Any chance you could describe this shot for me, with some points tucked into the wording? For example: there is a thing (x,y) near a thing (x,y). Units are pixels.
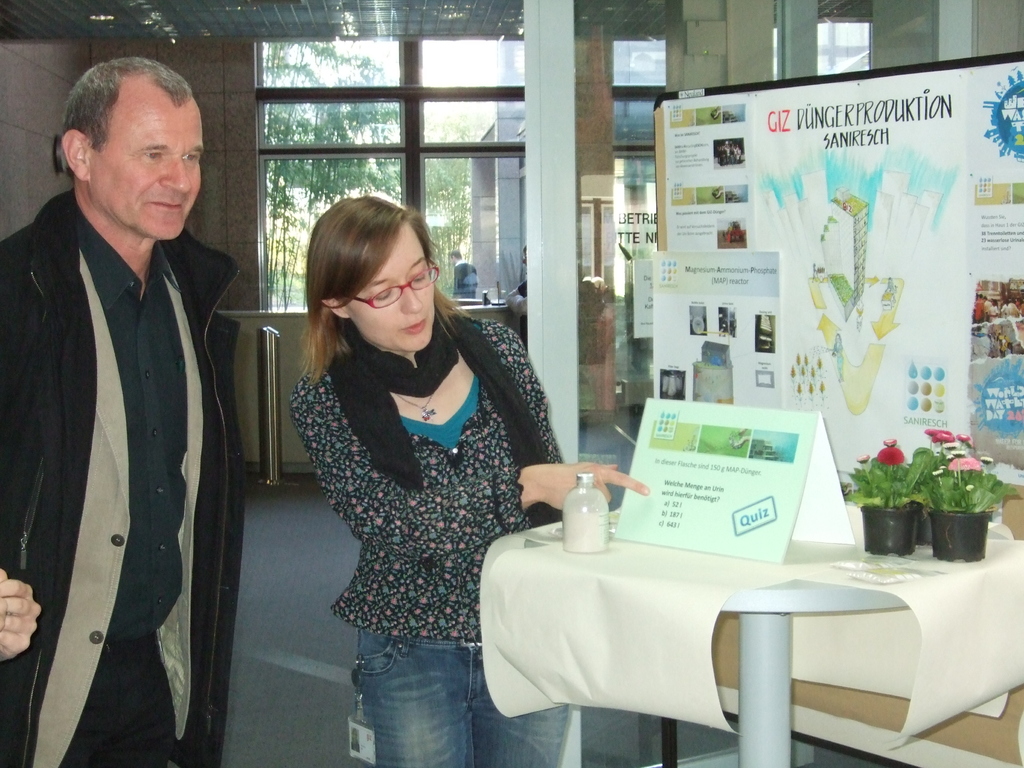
Here is a woman (407,396) she is wearing black color stole (444,345) and red color specs (421,284), she is explaining something by looking at this poster (656,535) there is a bottle (591,478), few plants (884,542) and a presentation (720,374) over here, there is a white table (775,606) below the poster (762,540), she is explaining to the man (44,433) who is standing beside her he is wearing a black color coat (69,495). In the background (217,213) there is a building (214,29) and a sky (480,122), trees (396,123).
